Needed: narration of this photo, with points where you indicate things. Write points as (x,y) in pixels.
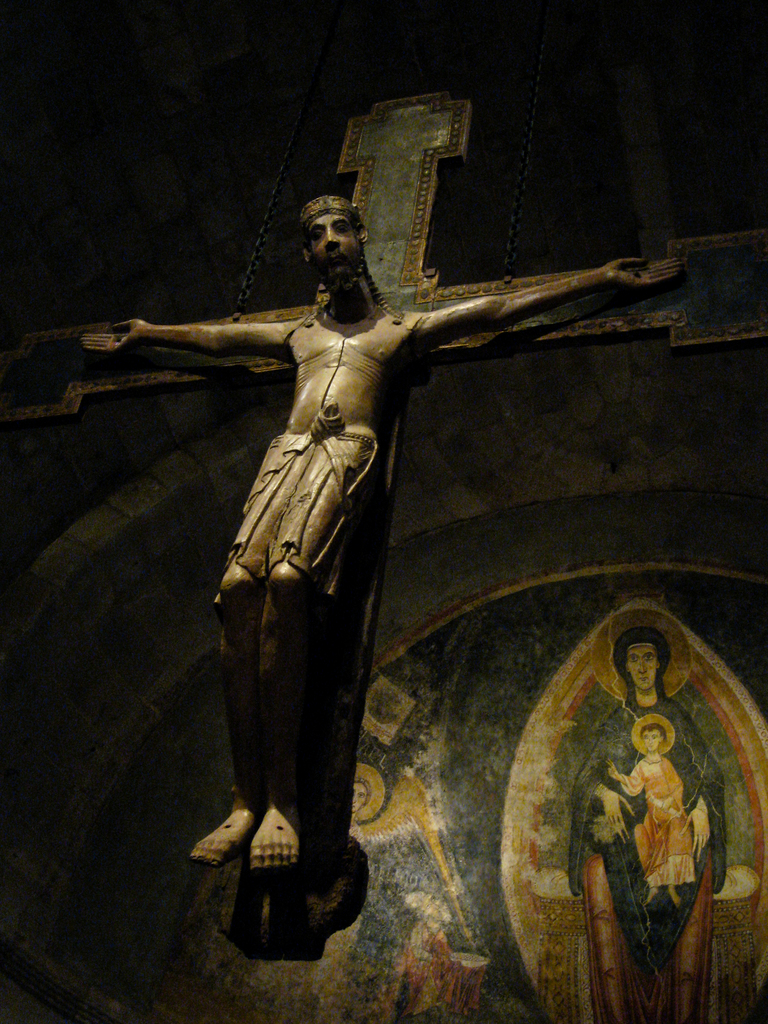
In this image I can see a statue of the Jesus (307,391). Here I can see painting (571,834) on the wall (542,748).
